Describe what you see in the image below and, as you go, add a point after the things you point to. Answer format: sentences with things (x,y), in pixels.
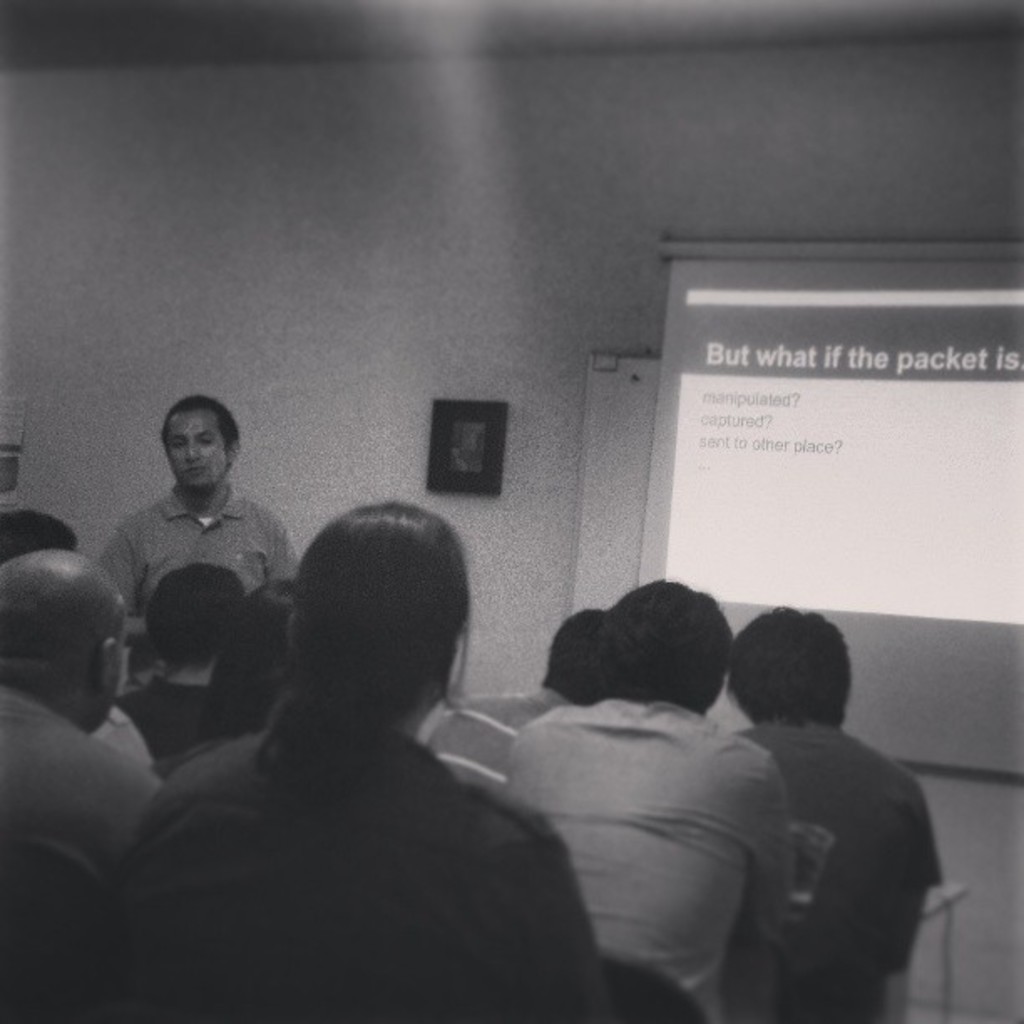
In this image we can see men (845,873) and women (321,852) are sitting. In the background of the image (201,467), we can see a man (217,472) is standing. Behind the man (218,552), we can see a wall (174,314). There is a screen (715,416) on the right side of the image (856,398).
